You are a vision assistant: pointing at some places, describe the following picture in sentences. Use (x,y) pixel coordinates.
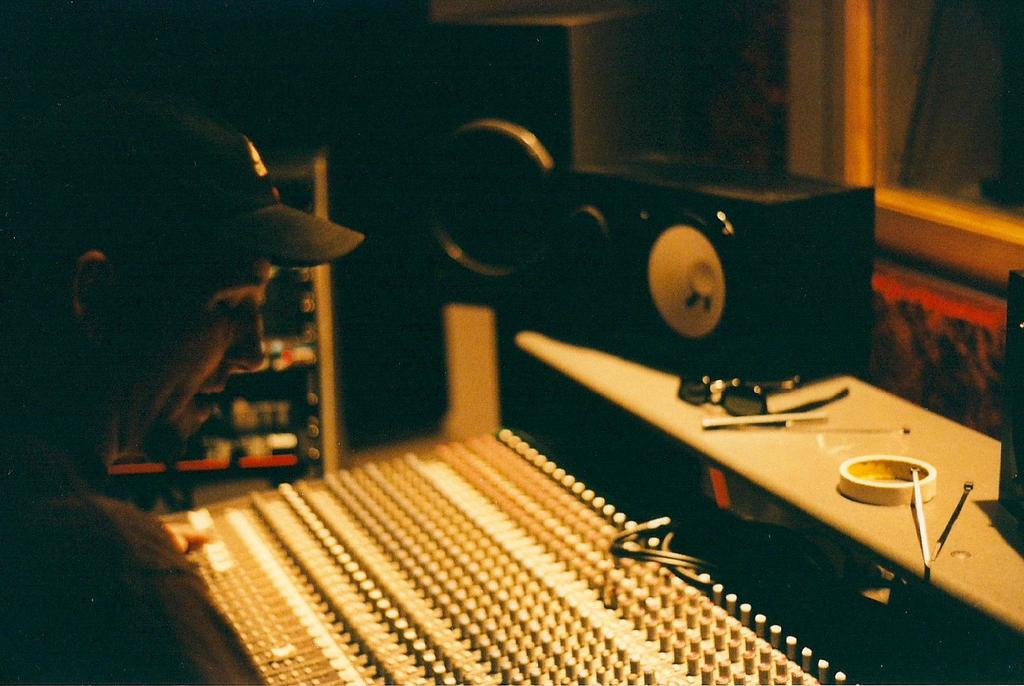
In this image we can see a person (198,370), in front of him there is a musical instrument (494,595), on the table (822,388), we can see some objects (762,389) and there is a speaker (628,250).
